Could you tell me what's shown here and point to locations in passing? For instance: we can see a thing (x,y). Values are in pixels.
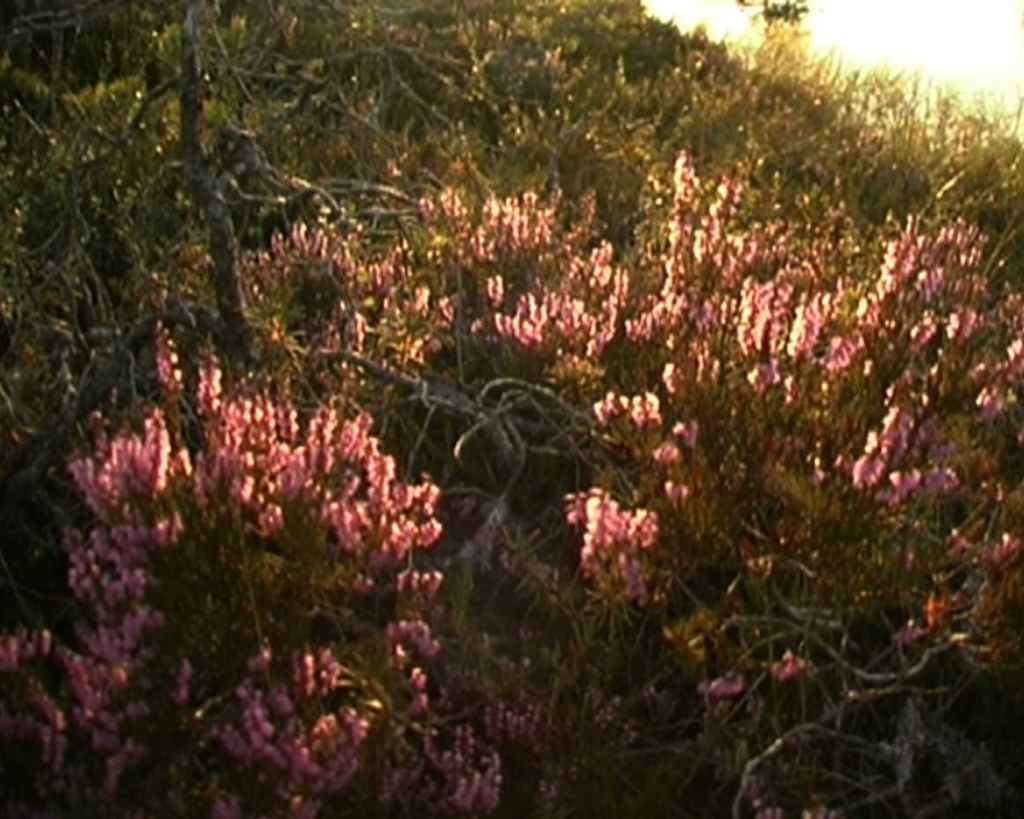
In this picture we can see some flowers (137,587) and plants (424,90).
